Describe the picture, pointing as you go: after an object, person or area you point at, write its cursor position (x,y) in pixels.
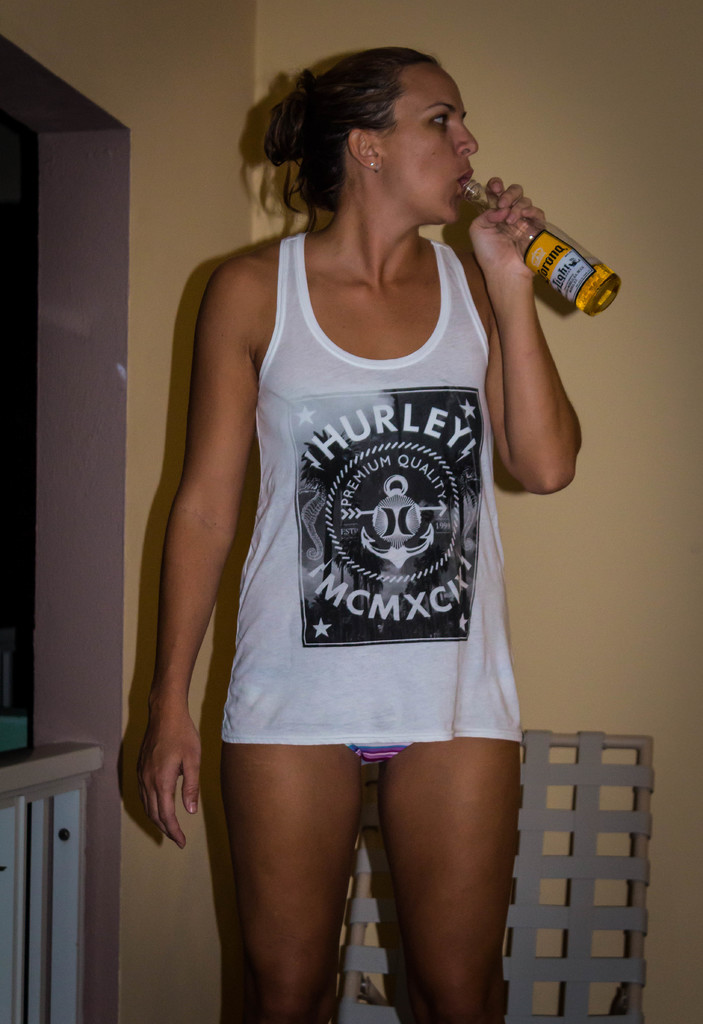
In this picture I can see a woman (385,433) standing and holding a beer bottle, and in the background (43,996) it looks like a cabinet (37,988), there is an object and a wall (610,478).
